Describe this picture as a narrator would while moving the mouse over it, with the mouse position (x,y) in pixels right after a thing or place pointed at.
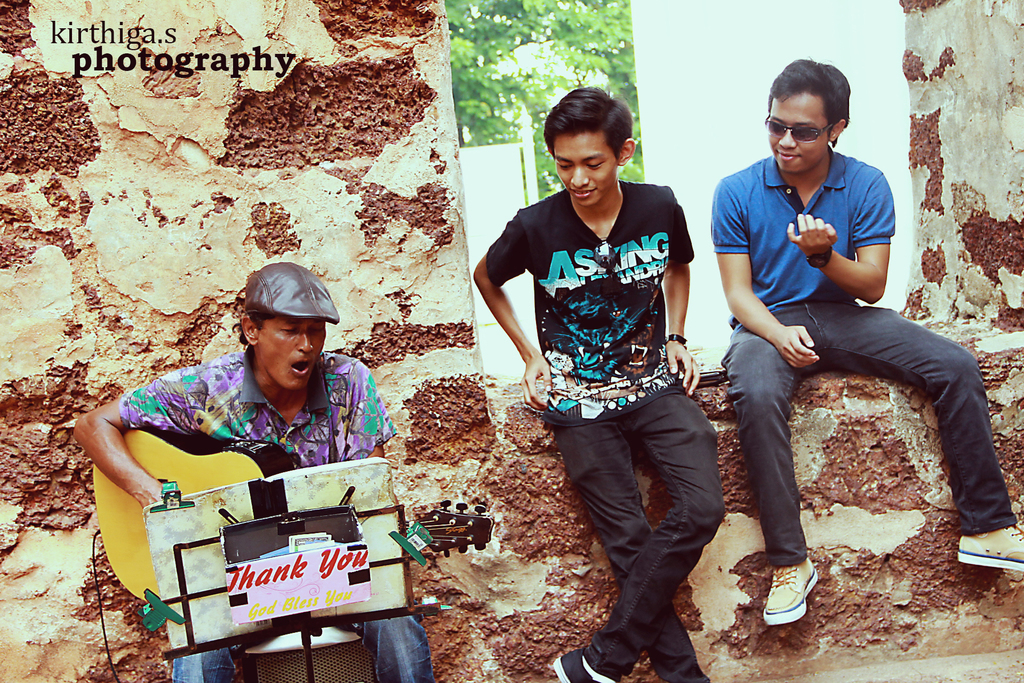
In this picture I can see 3 men (211,397) in front (831,287) and I see that the man (264,379) on the left (226,432) is holding a guitar (218,458) in his hands (149,481) and I see a stand (268,518) in front (294,559) on which there is something written and I see the wall (69,456) and on the left side of this image (110,38) I see something is written on the top (132,40) and in the background (484,43) I see the trees (480,16).
